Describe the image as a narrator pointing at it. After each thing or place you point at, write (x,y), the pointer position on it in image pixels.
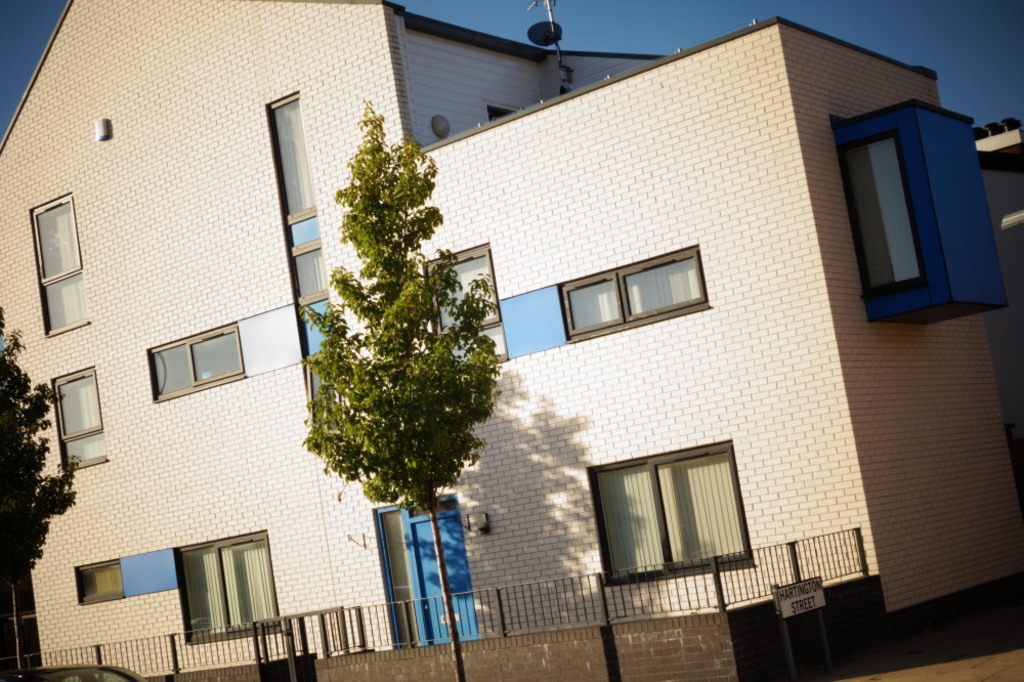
In the image there is a building (636,284) with many windows (647,321) and in the front (401,318) there are two trees (432,461). In the above its sky (675,23).
